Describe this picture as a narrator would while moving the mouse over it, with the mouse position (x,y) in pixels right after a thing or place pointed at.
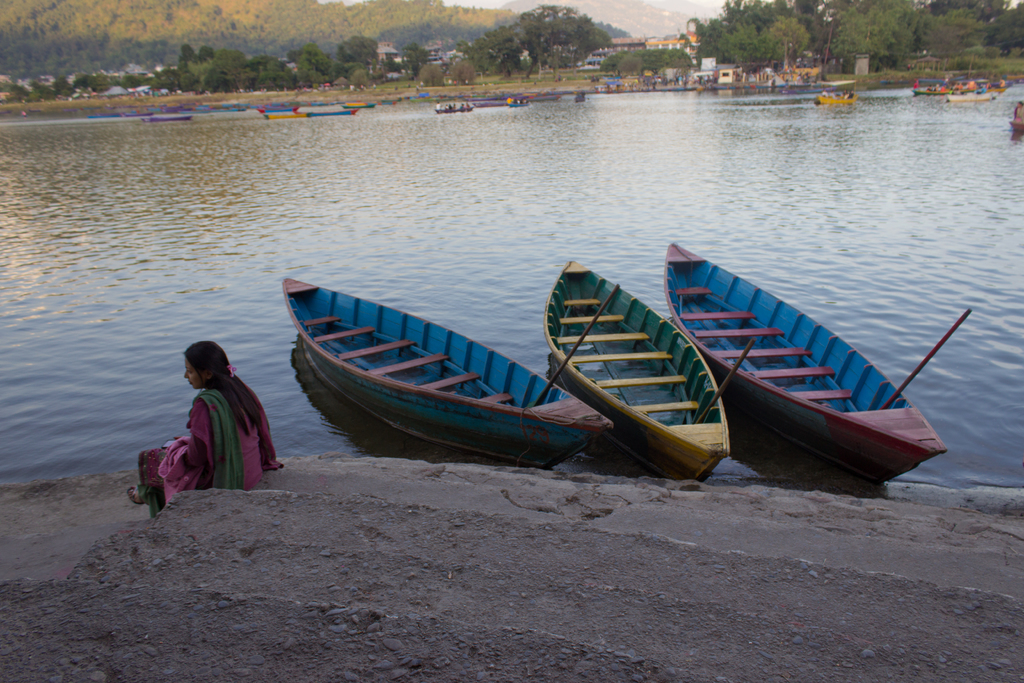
In this picture we can see a woman (231,410) sitting on steps (309,535), boats (819,343) on the water (459,151), buildings (602,57), trees (615,58), some objects (781,79) and in the background (462,22) we can see mountains (406,21).
